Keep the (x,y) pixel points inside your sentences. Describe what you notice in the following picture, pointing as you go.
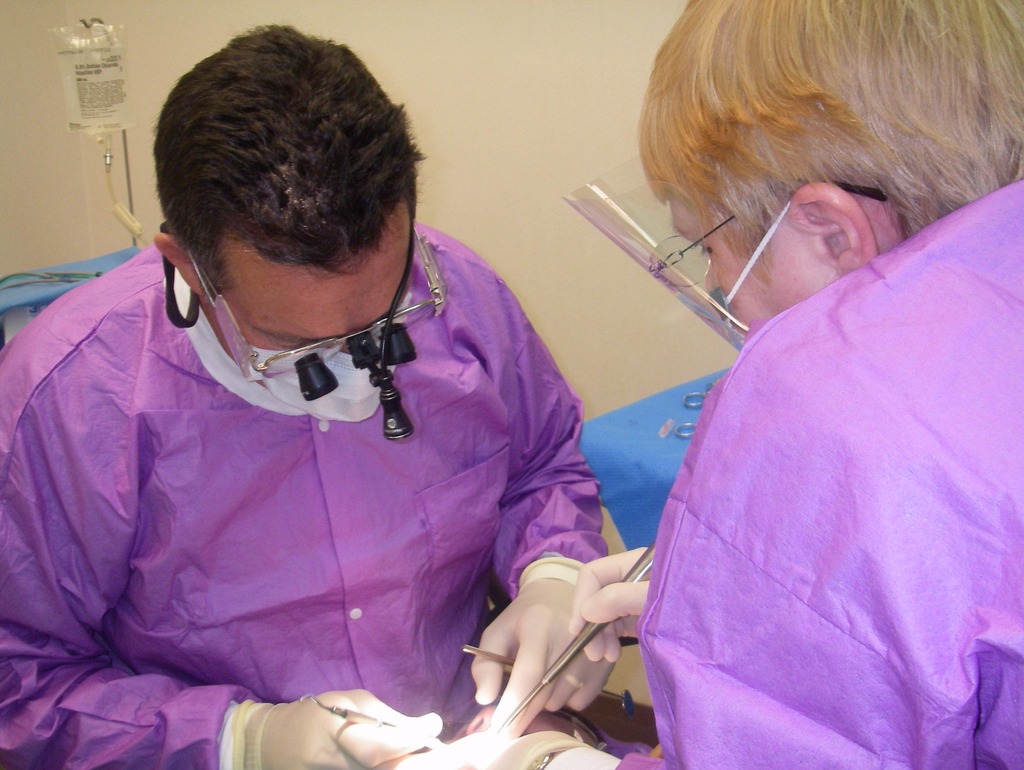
On the right side (857,401), there is a person (855,399) in light violet color jacket (845,401), holding a steel object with one hand (611,609). On the left side (149,630), there is a person (197,666) in light violet color jacket (112,395), wearing gloves (320,732) and holding steel objects (475,654) with both hands (338,746). In the background (113,48), there is a bottle (104,35) attached to a pole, there is a blue colored cloth (618,416) and there is a wall (533,195).
